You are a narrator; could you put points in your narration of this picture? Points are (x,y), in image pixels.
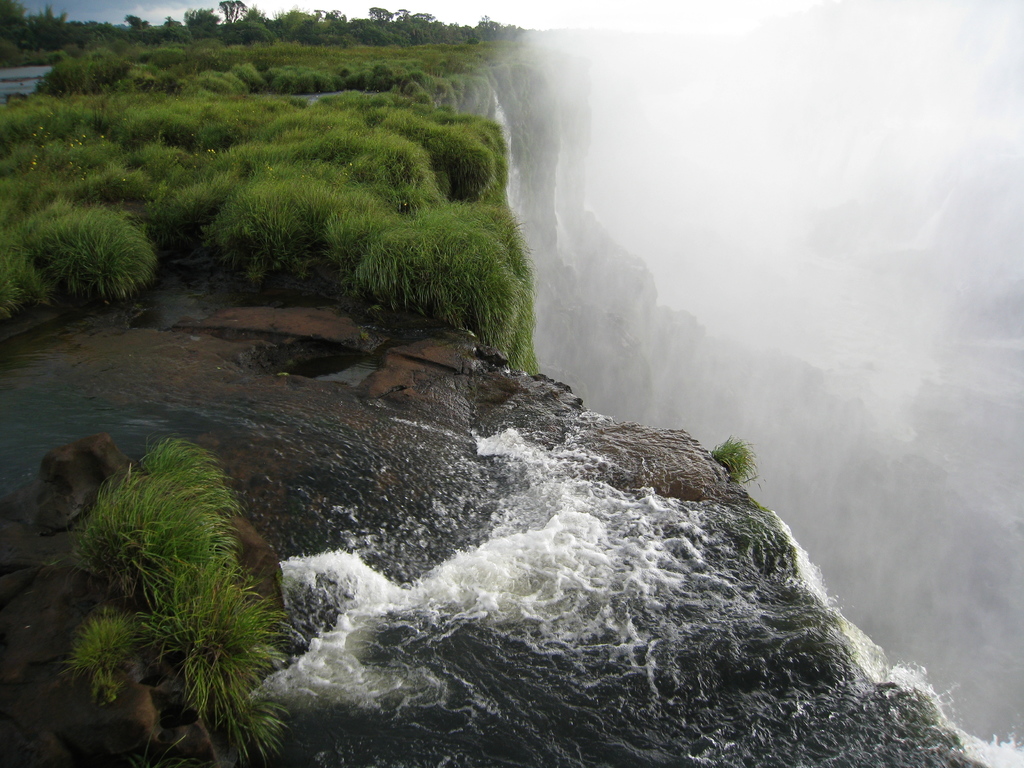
In the foreground of this image (240,620), there are rocks (108,718), grass (263,630) and water (447,550). On the right (748,561), there is water fall (974,750) from a cliff (482,98). At the top (271,51), we can also see grass (301,78) on the cliff (259,56) and the sky (85,6).
